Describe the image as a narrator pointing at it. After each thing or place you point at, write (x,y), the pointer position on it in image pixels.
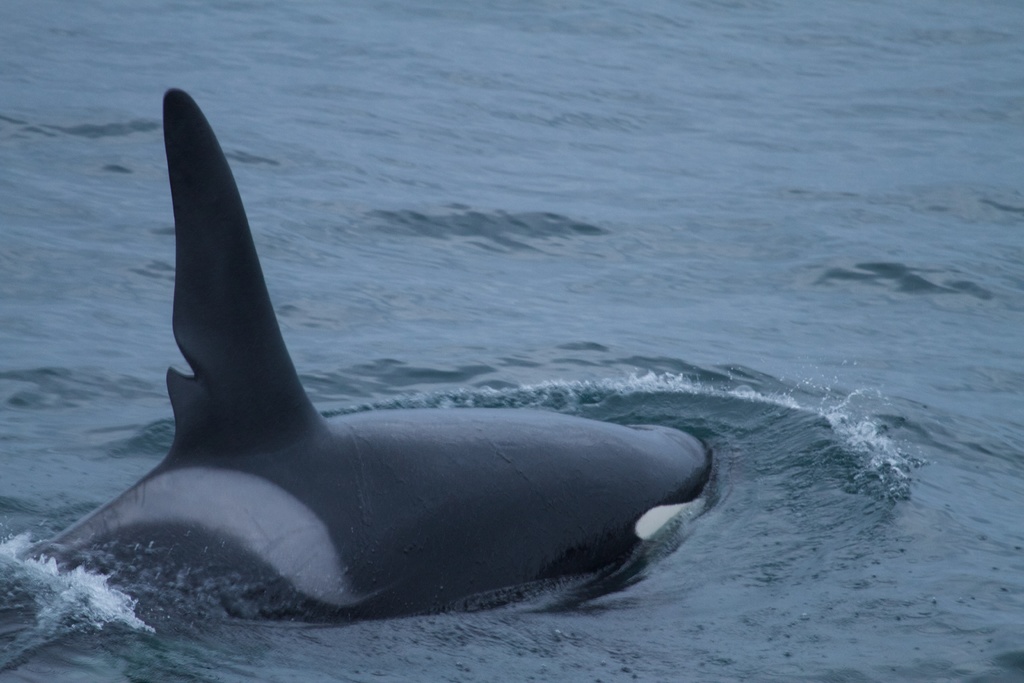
In this image we can see the killer whale (386,581) in the water (482,610).
